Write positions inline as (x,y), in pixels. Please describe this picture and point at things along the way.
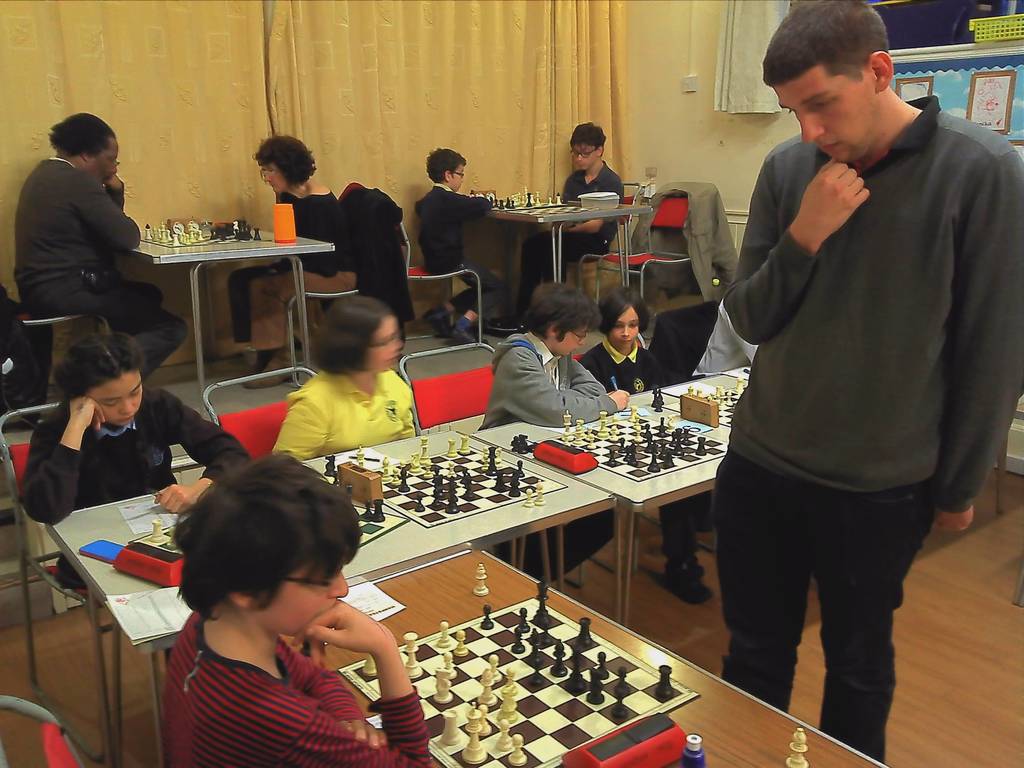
In this image we can see a few people (168,745) who are sitting on a chair (94,610) and they are playing a chess. There is a person (747,558) standing on the right side (754,571) and he is observing this chess board (525,667).
